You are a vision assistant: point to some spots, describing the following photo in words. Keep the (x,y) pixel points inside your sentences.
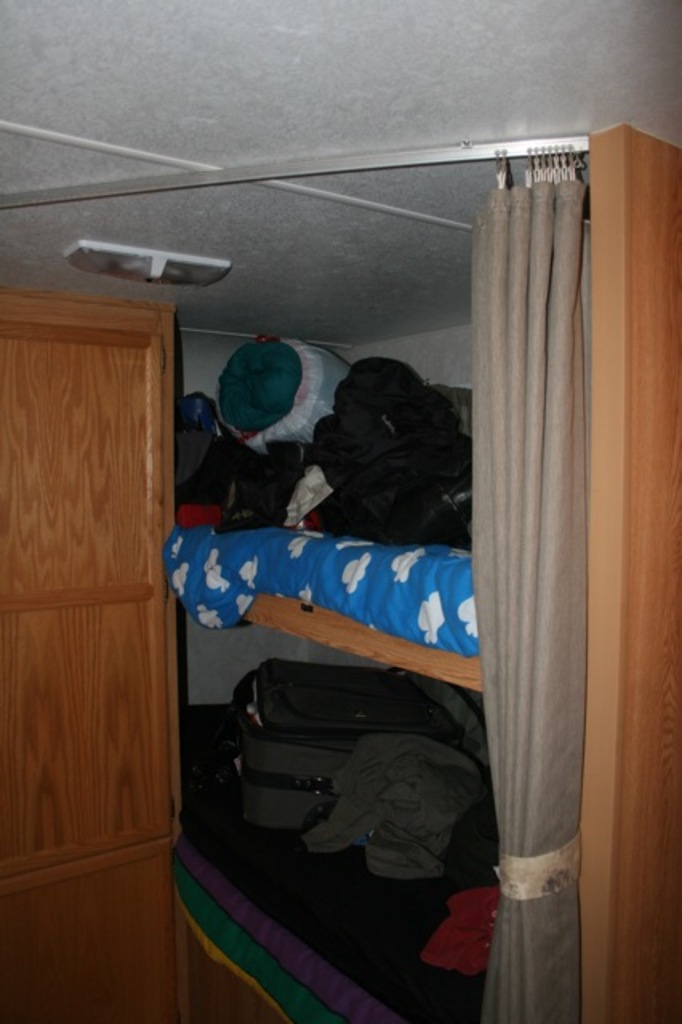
In the center of the image (338,615) there is a shelf (430,888) and we can see clothes (366,450), pillow (274,400) and a bag (309,785) placed in the shelf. On the right (552,829) there is a curtain (514,500). At the top (153,267) there is a light (144,268).
